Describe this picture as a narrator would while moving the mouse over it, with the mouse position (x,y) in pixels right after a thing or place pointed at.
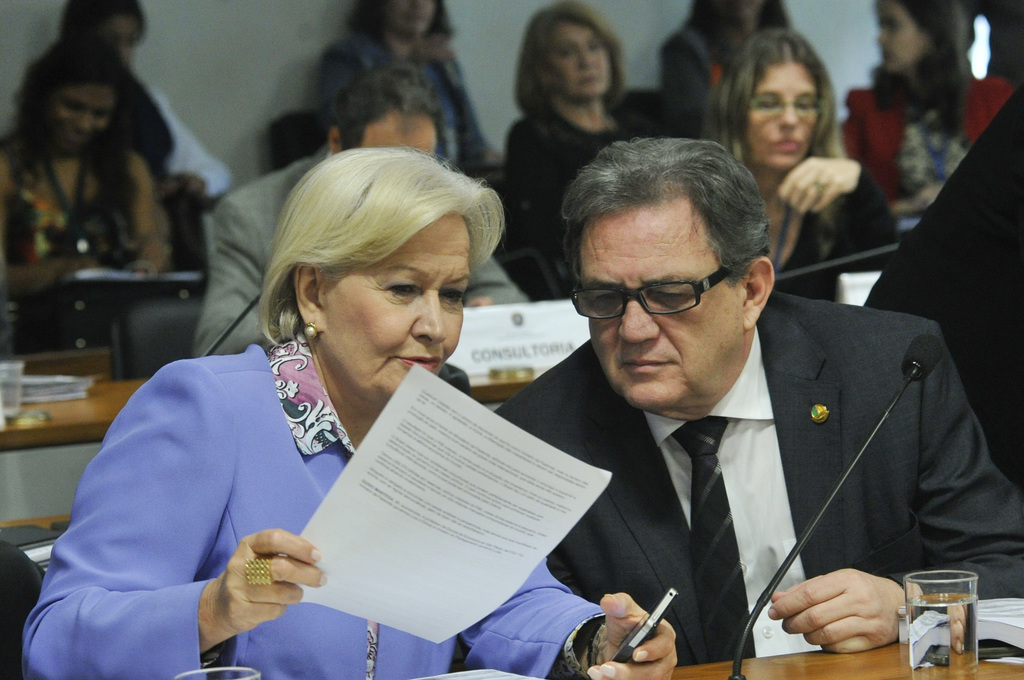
In this image on the right (761,310), there is a man (761,310), he wears a suit (791,419), shirt (737,473) and there is a woman (302,372), she wears a suit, shirt (289,383), she is holding a paper (389,537) and mobile (648,637), in front of them there is a table (872,665) on that there are papers (998,639), books (992,623), glasses (954,623), mic (856,459). In the background (800,275) there are many people (360,119), tables (115,399), chairs (167,312), glasses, posters (561,352) and wall (259,54).
